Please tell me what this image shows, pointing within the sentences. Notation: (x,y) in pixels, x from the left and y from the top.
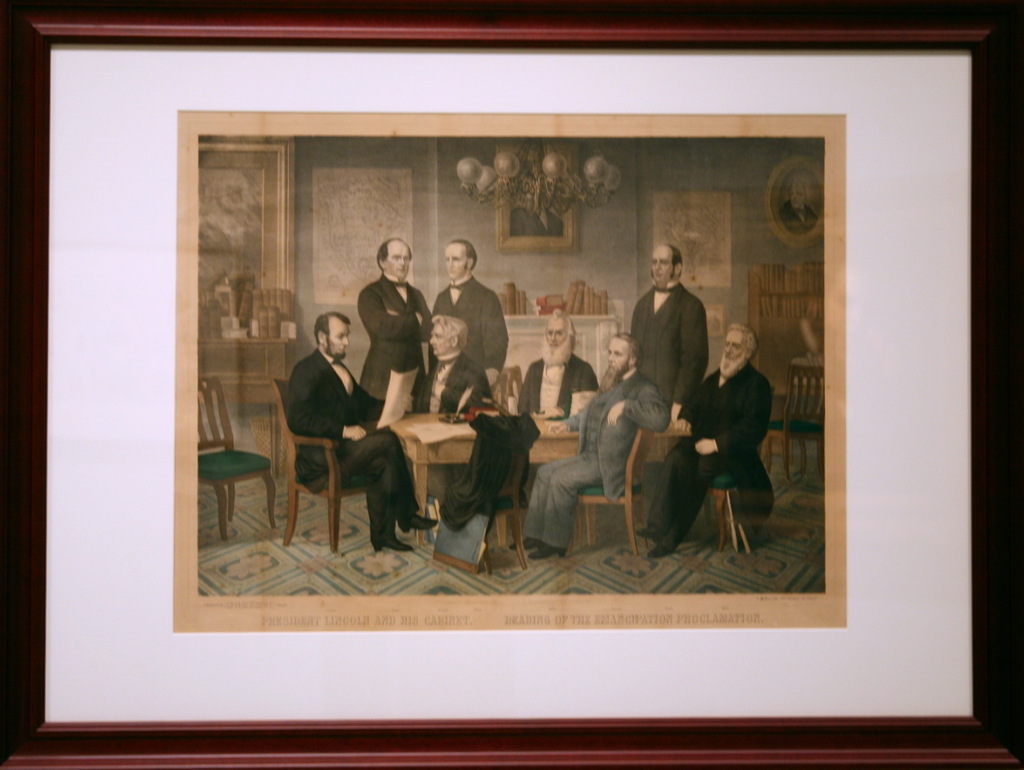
In the image there is a photo frame (741,586) with humans (364,471) sitting around the table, this is a coloured picture.
